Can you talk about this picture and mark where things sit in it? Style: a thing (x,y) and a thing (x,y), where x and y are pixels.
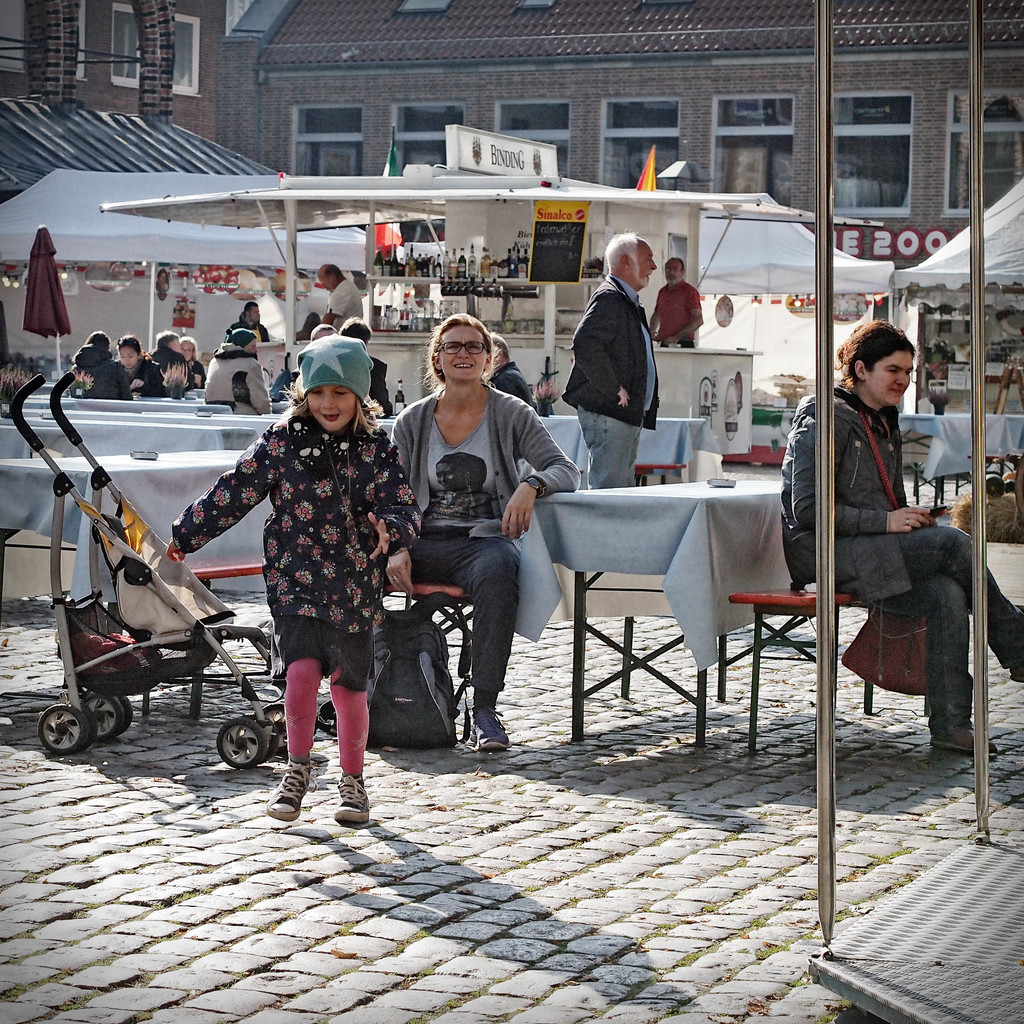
It is a restaurant (636,628) there are some dining tables (716,549), a woman (491,409) is sitting on the table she has a bag (446,674) near her right hand (391,582), a kid (363,537) is playing in front of them there are some people (123,339) sitting on the tables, to the right side (704,402) there is a food stall (488,239) and some bottles (525,253) inside the stall (466,206), in the background (320,50) there are some buildings (327,62).
